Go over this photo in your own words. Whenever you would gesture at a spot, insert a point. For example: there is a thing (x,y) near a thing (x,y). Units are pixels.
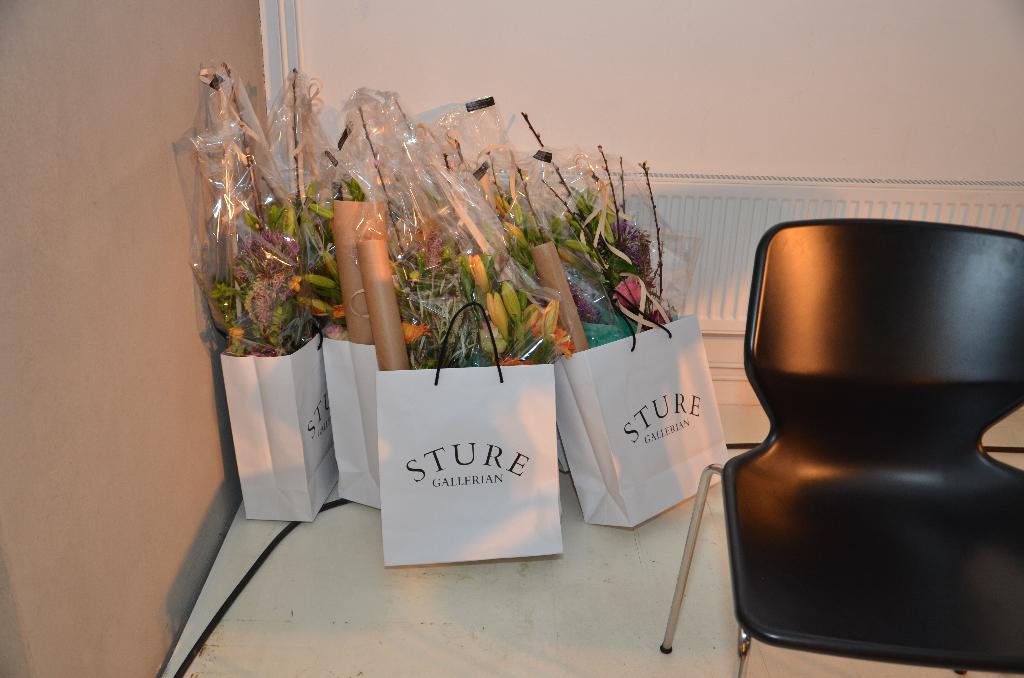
In this image we can see so many bags (576,429). In bag (544,423) flower bouquet (513,284) are present. Right side of the image (971,469) one black color chair (860,463) is there, the wall (770,113) is in white color. The left side of the image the wall (119,145) is in light brown color.
